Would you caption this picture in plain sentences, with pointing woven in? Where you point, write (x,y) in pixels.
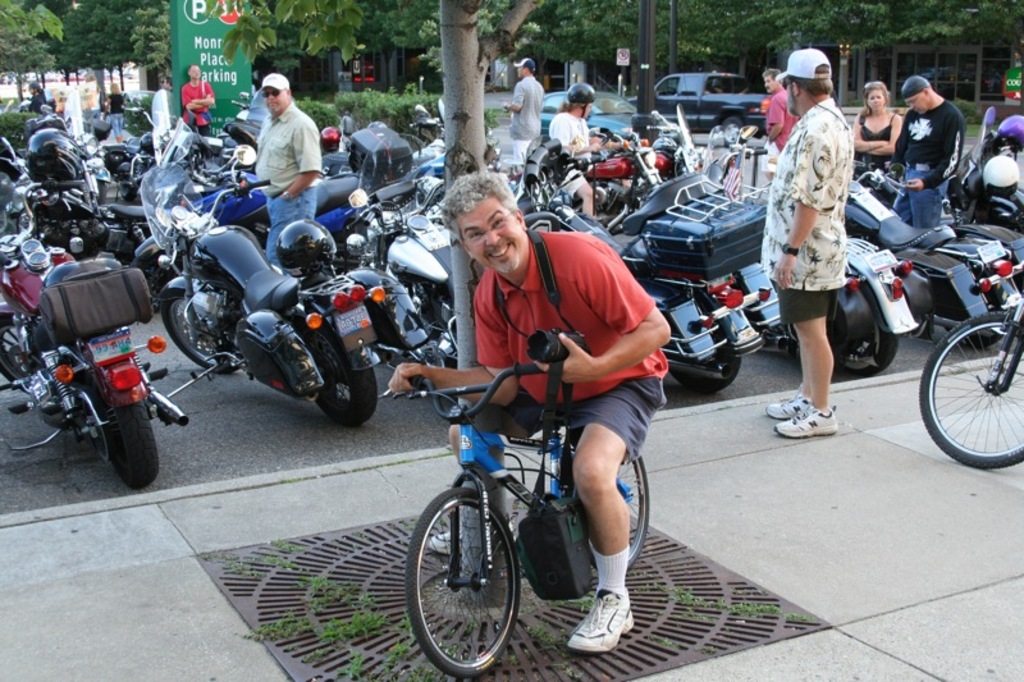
This picture is clicked on the road (682,399) at a parking lot (417,195). The man (529,259) in the center (564,295) is sitting on a bicycle (483,484). He wore a camera (546,346) around his neck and is holding it in his hand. He is also posing for the camera. Behind him there are many bikes (354,202) and cars (689,75) parked. In the background (573,98) there are people (108,106) and trees (163,16). On the right corner of the image (801,153) there are people (857,152) standing and behind them there is a building (953,96) with glass windows (959,81).
